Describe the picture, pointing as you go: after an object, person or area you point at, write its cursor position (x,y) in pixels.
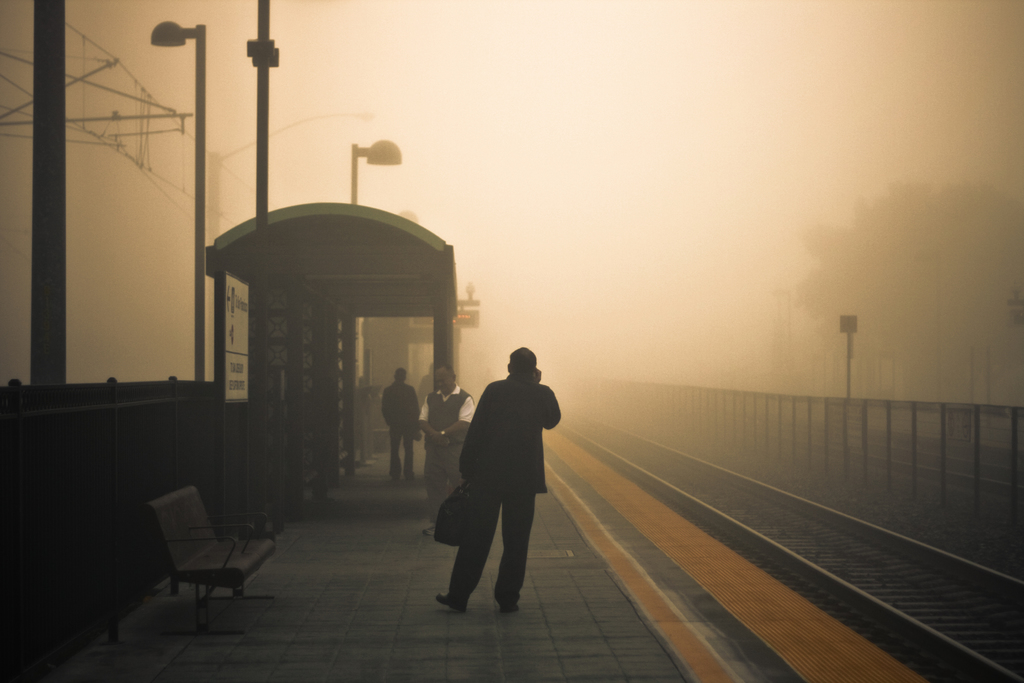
In this picture I can see there is a man (485,464) standing and he is holding a briefcase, there are few people (407,420) walking on left side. There is a train track (683,507) at right side (750,551), a fence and a tree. There are a few poles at left (171,22) and the sky (678,197) is foggy.
